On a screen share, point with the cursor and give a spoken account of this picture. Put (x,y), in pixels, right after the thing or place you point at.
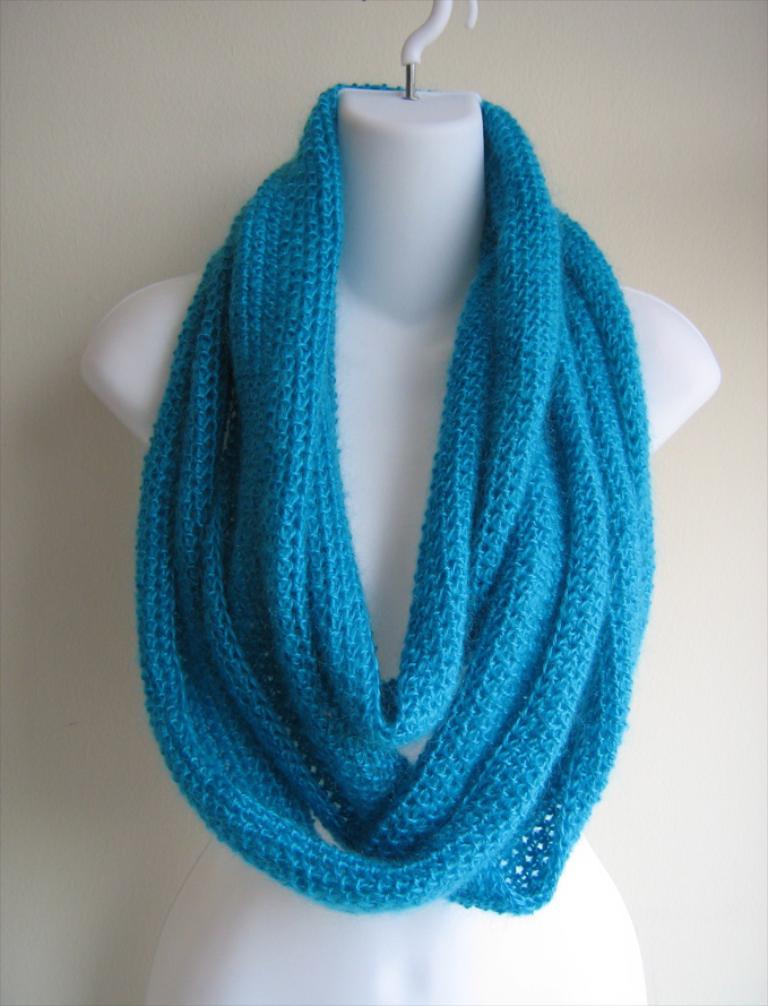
In this image, we can see a scarf (477,832) on mannequin (679,351).
